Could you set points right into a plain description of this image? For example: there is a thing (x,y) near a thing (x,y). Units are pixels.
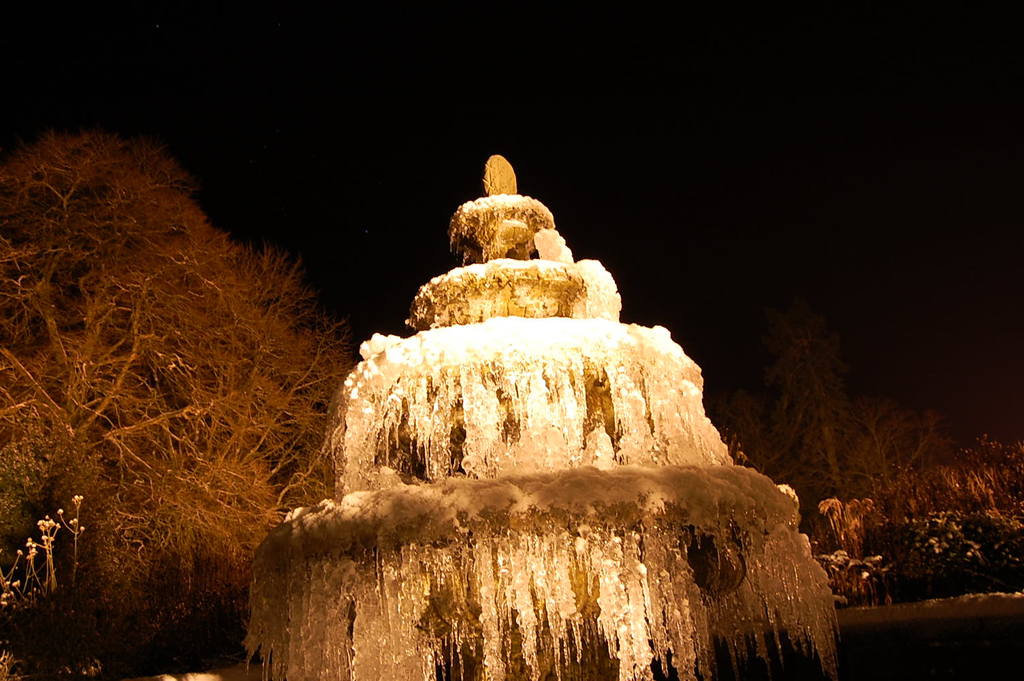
In this picture we can see a water fountain (588,440) here, in the background (215,369) there are trees (248,354), we can see the sky (648,69) at the top of the picture (614,70).
